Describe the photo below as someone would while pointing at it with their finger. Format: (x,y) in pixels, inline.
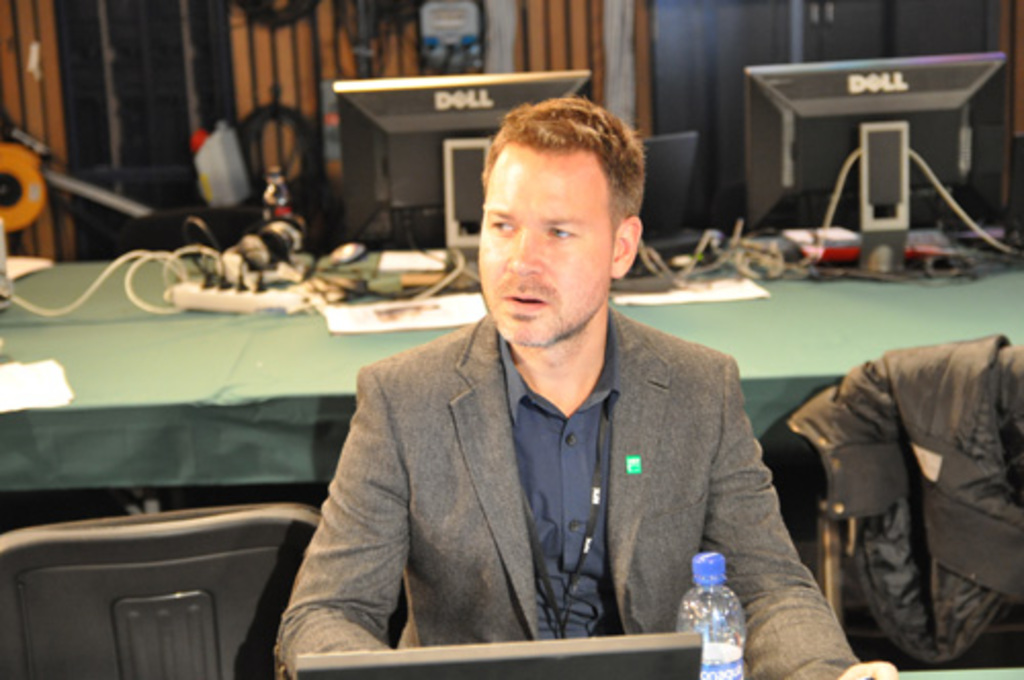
A man (586,504) is there, he wore coat (509,513), shirt (526,458). Behind him there are computer monitors (922,118) on the table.
